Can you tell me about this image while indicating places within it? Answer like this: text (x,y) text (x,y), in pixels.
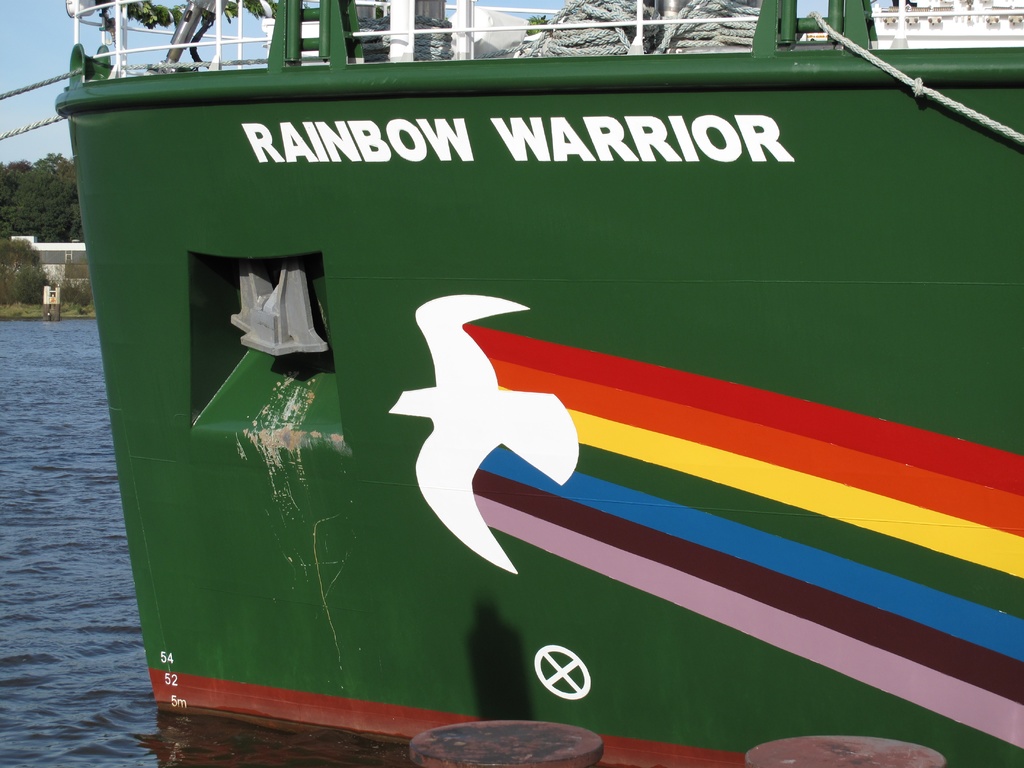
Here in this picture we can see a ship (447,241) present in water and in the far we can see the ground (15,315) is covered with grass (80,307) and we can also see plants (68,303) and trees (11,215) present and we can also see a house (59,257) present and we can see the sky (38,132) is clear and in the front (590,503) on the boat (563,435) we can see some painting (549,414) of a dove (461,419) present and we can see ropes (872,61) present.
